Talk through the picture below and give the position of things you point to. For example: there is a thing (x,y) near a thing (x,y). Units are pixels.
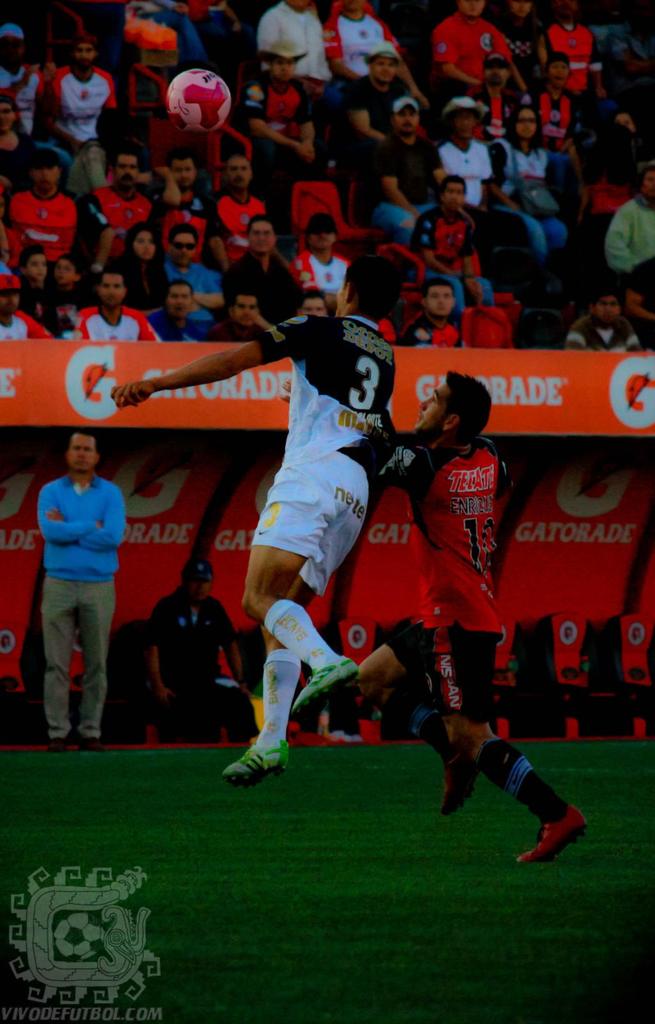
In this image we can see two people (339,496) playing football. In the background of the image (253,242) there are people (640,242) sitting in stands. There are boards (57,388) with some text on them. At the bottom of the image (344,953) there is grass (298,985).
